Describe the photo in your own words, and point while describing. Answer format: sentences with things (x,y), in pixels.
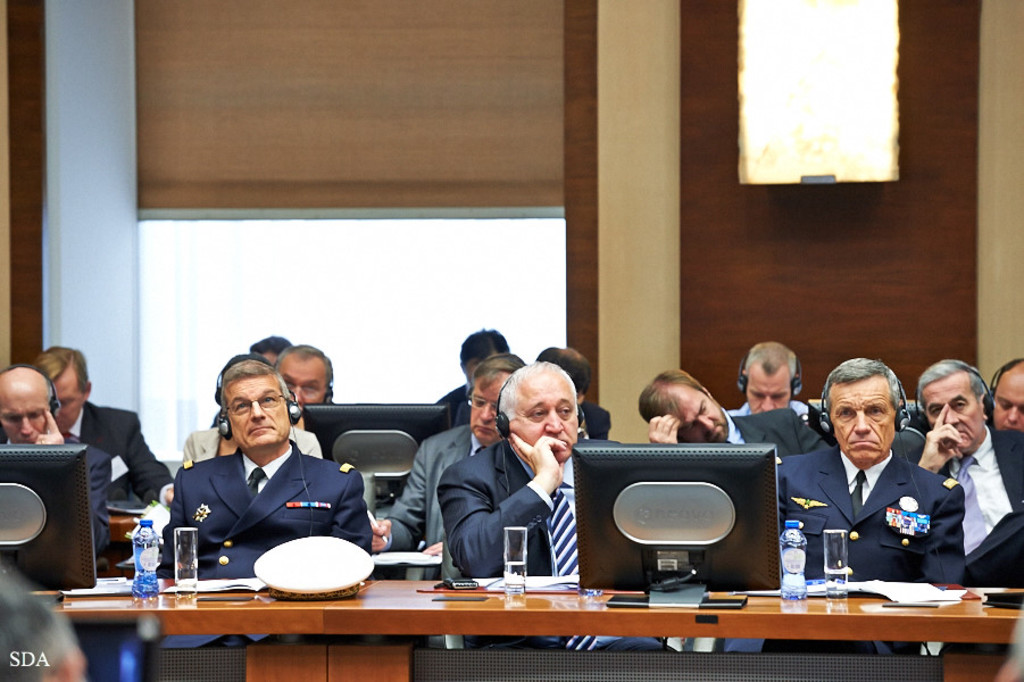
This picture shows a group of people (1021,493) seated on the chair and we see monitors (88,527), glasses (192,582) and water bottles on the table (228,612) and many of the people (286,407) are wearing headphones (300,411) on their head (888,400) and we see windows (345,235).
